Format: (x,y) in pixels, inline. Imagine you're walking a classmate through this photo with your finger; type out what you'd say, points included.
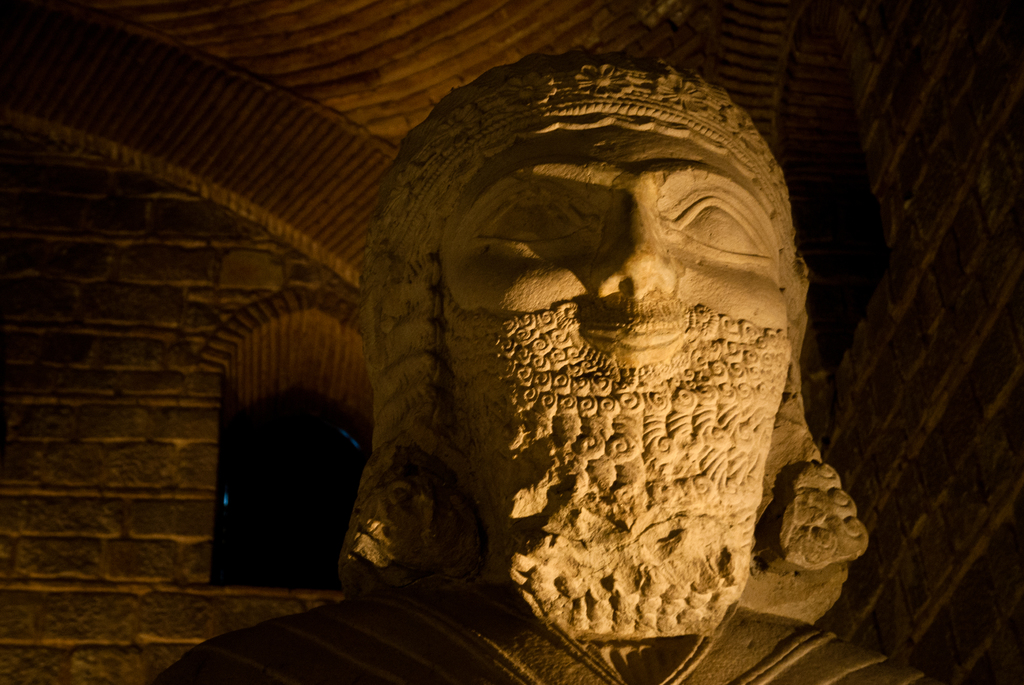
In this image I can see a huge statue (475,550) which is cream in color which is in the shape of a person (559,429). In the background (151,429) I can see a wall (107,348) which is made up of rocks (21,372), the ceiling (245,89) and the window (269,499).
